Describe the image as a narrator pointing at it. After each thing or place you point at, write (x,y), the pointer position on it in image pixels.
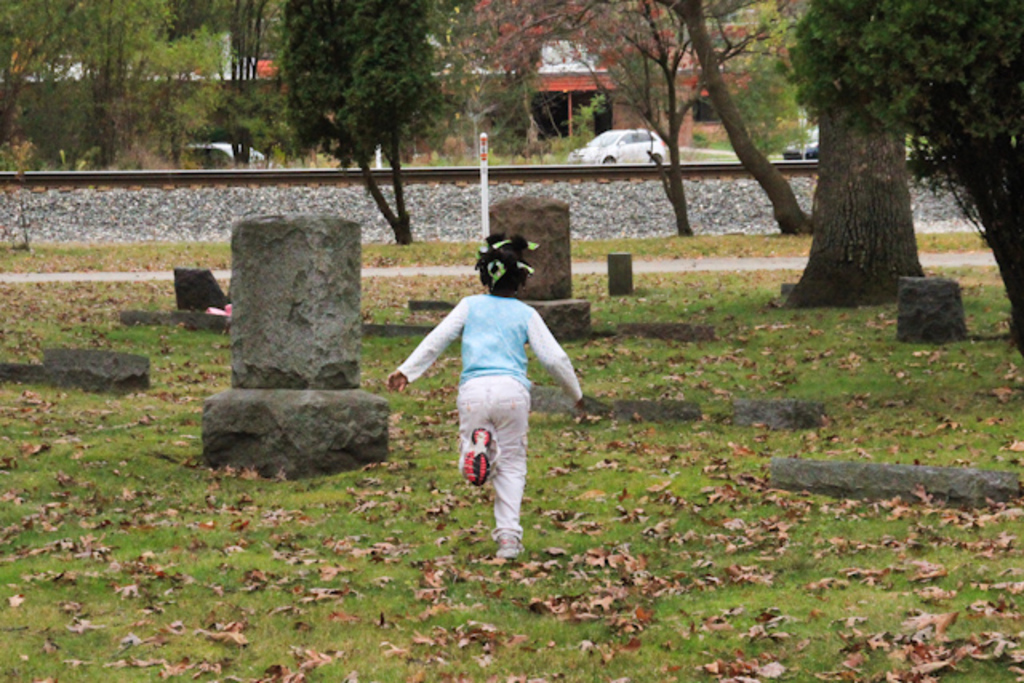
In this image there is a kid (470,449) running on the grass (421,560), and in the background (432,174) there are rocks (543,268), vehicles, railway track (447,174), building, trees (908,193).
